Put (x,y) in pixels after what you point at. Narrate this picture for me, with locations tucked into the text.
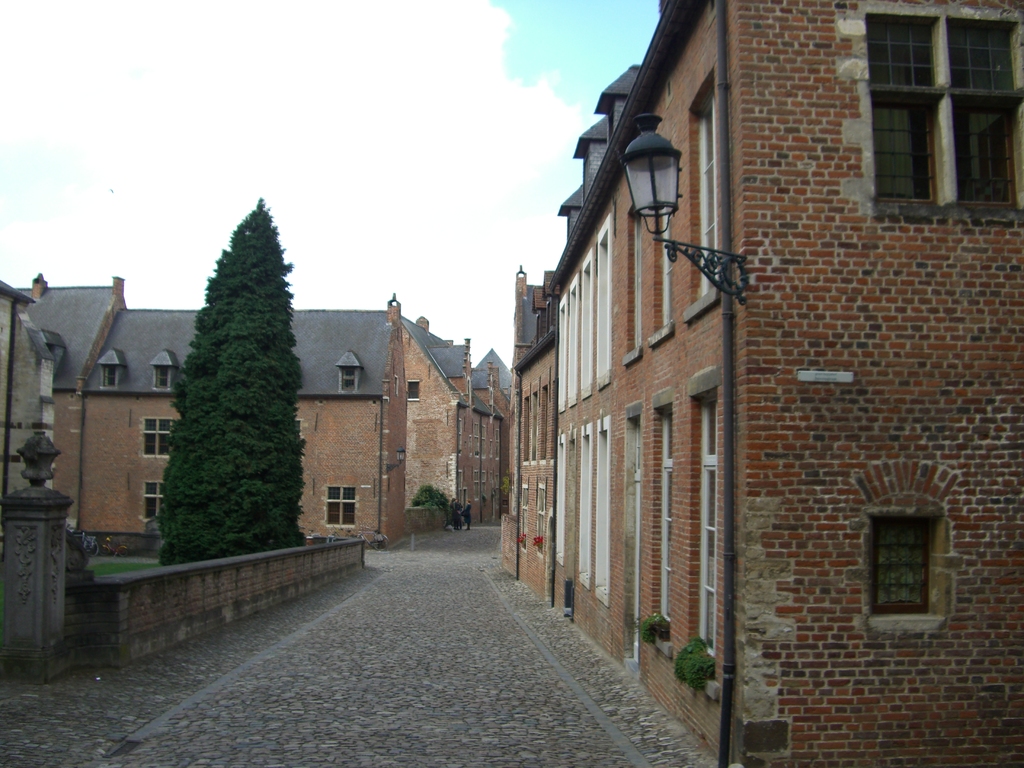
On the left side (267,220), there is a tree (264,519). Beside this tree (255,528), there is a wall (135,617). Beside this wall (84,635), there is a road (288,668). On the right side (859,703), there is a building (934,668) which is having windows (933,71) and a light (635,163) attached to the wall (790,258). In the background (500,340), there are buildings (367,331) which are having windows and roofs (448,374) and there are clouds (347,174) in the sky (198,187).
